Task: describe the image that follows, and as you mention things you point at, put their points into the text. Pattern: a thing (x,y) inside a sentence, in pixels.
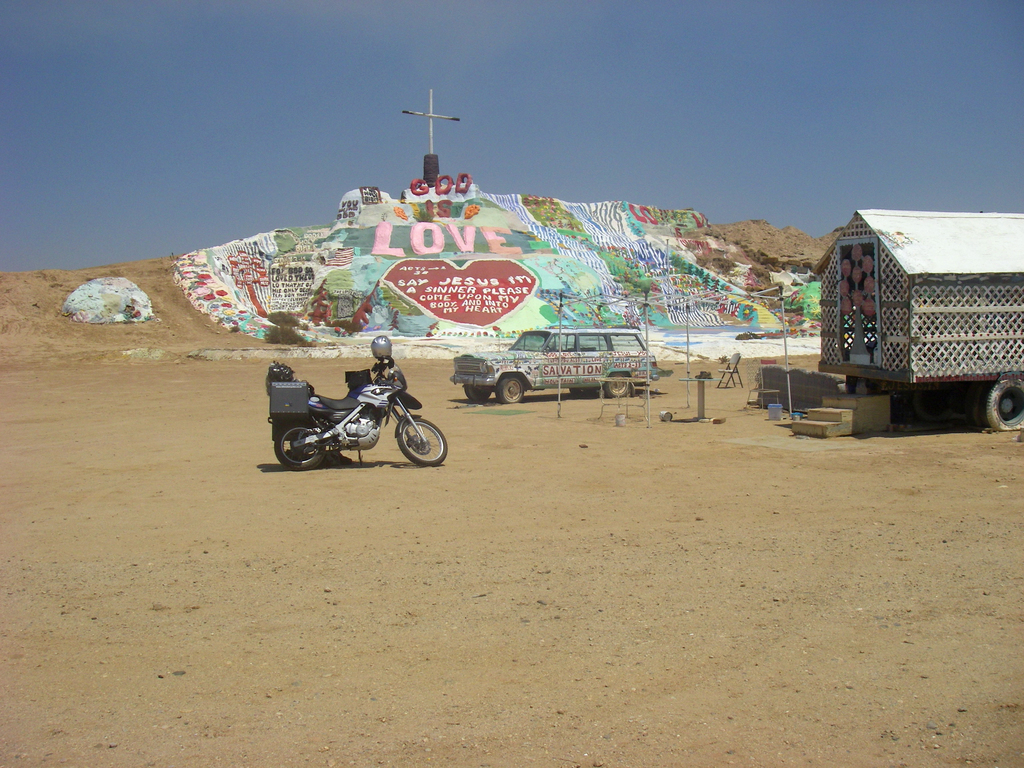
In this image, we can see vehicles (895,336), poles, buckets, chairs (717,388), stairs (811,419) and some objects (793,374) on the ground (502,468). In the background (187,281), there is a hill (543,228) and we can see painting (324,281) on the hill (708,287) and there are poles (431,151).
